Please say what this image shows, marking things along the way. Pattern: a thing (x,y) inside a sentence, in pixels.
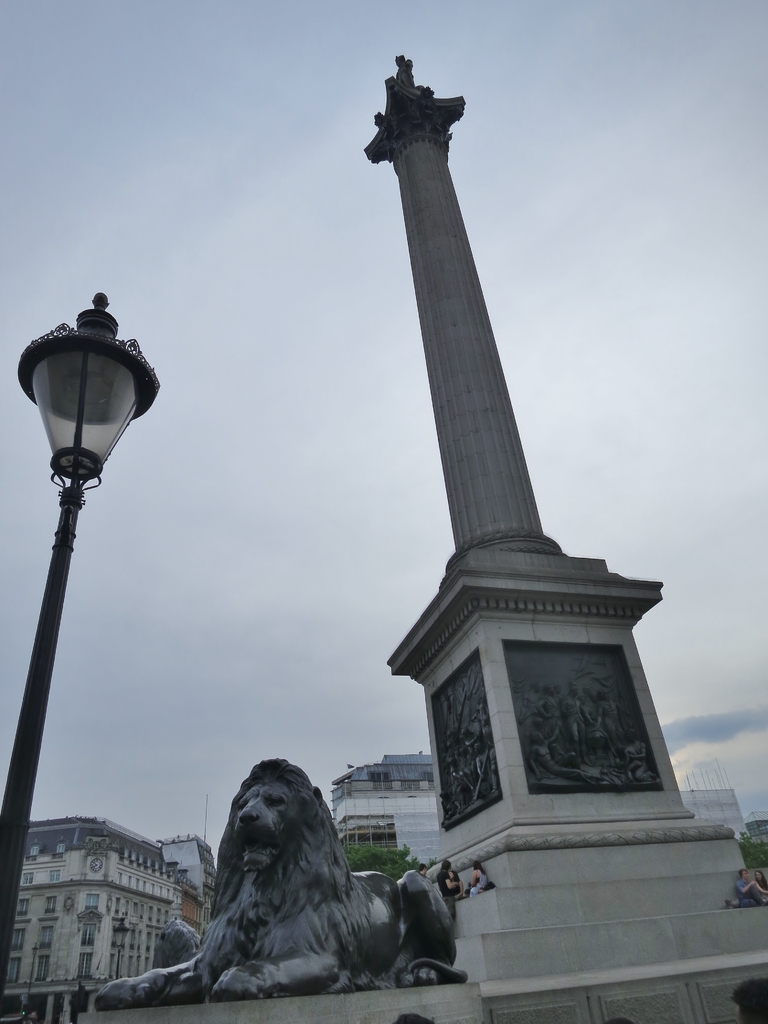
At the bottom of the image (222,855) we can see a statue (222,855), in the background (190,849) we can see few buildings (347,811), a tower (460,618) and group of people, on the left side of the image (59,354) we can see a pole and a light (128,361).
